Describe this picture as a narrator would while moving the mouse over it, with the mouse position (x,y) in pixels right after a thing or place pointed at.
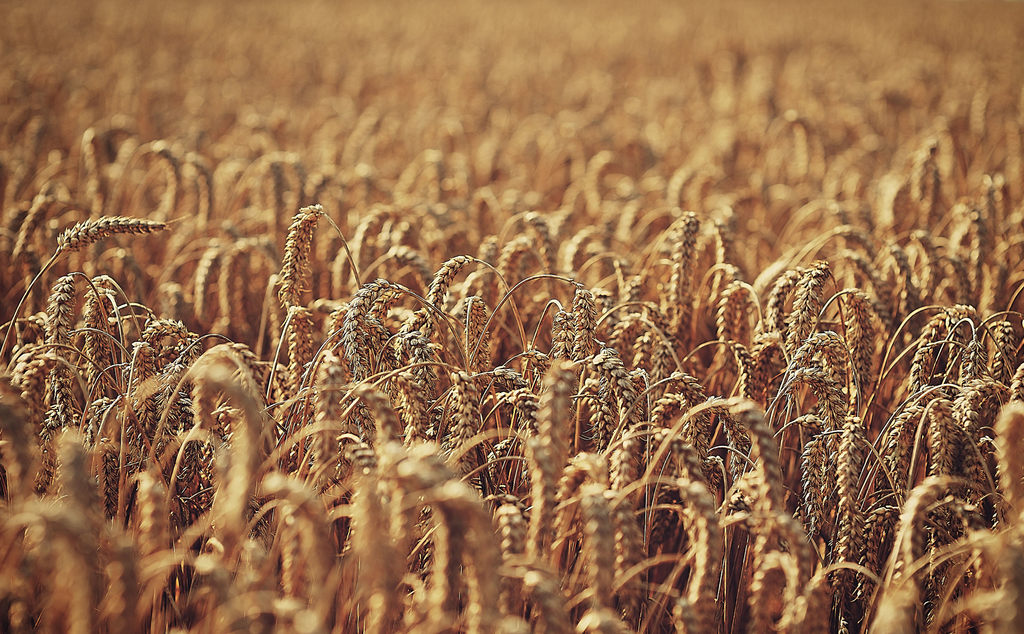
This picture is consists of field (577,288) in the image.
